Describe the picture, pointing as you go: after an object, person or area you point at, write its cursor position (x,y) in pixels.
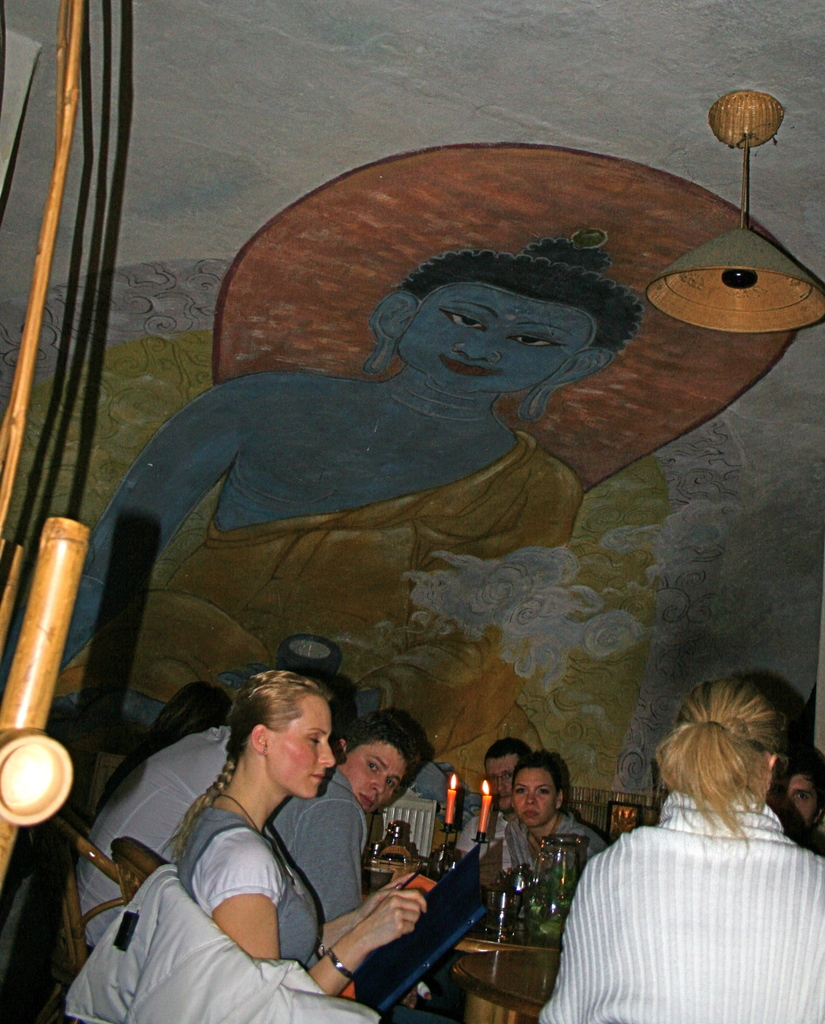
In this image we can see there are persons (266,923) sitting on the chair (106,853). And there is a cloth (220,983) on the chair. And in front (493,993) there is a table (491,961). On the table (507,961) there are bottles (453,848), stand (452,823) with candles (484,829). And at the side there is a frame (639,833). And at the back (477,277) there is a wall (477,277) with a painting (538,417). And at the top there is a light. And there are wooden sticks (43,601).
